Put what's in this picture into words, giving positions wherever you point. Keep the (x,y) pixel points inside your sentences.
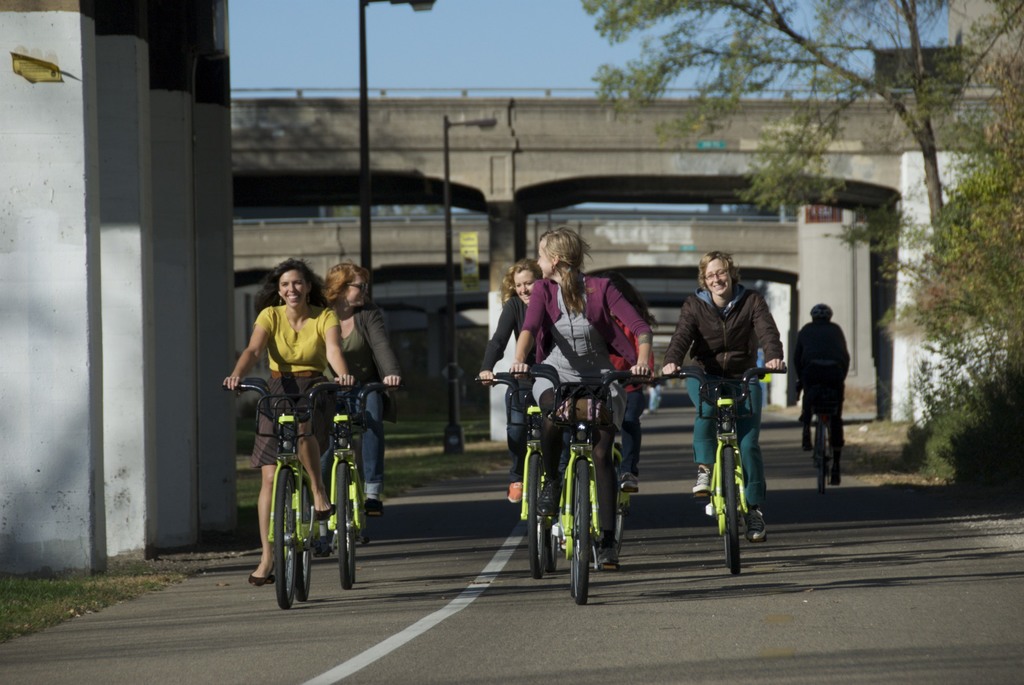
A group of girls (362,439) riding bicycles (592,456) on a road (363,548). Beside them there are four pillars (195,247). At a distance there are two street lights (370,229). At the back (464,224) there are few bridges (615,222). At other side there is a tree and plants (1017,278).
